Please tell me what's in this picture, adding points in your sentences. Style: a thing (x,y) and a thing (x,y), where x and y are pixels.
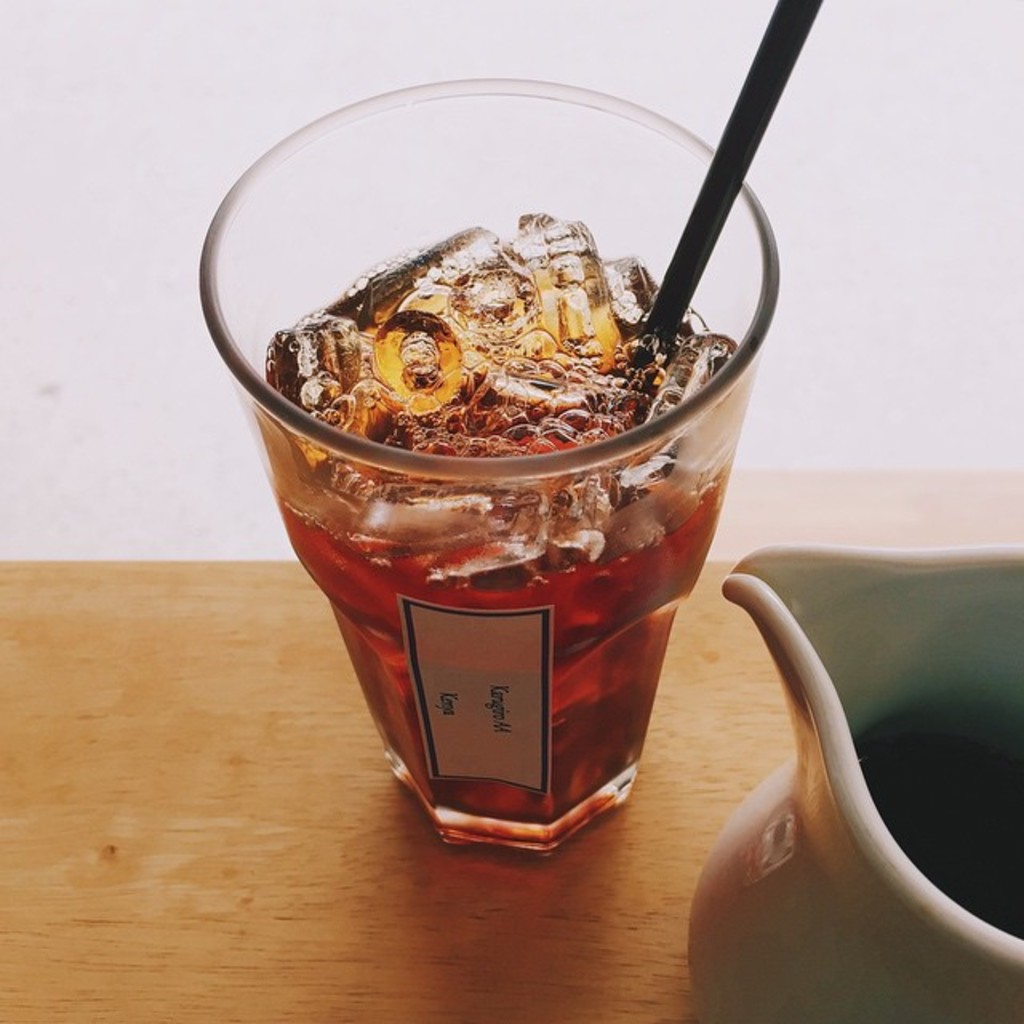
In this picture, we see a table (322,759) on which a glass (415,445) containing ice cubes (549,406) and stirrer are placed on the table (353,833) and we even see a white jar (856,853) placed on that table (86,669). In the background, it is white in color.
